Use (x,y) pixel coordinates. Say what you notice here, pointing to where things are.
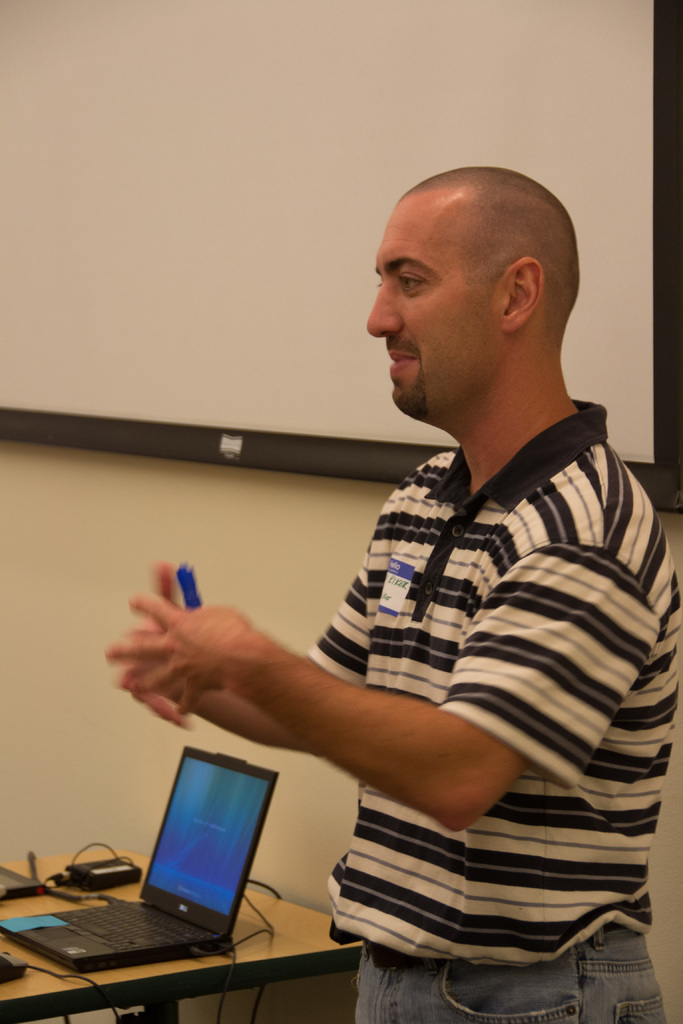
In this image i can see a table (139,972), on the table (188,983) I can see a laptop (142,940) and I can see a person (455,458) standing in front of the table (188,964) and I can see a white color board (304,388) attached to the wall (39,527) at the top (100,289).
